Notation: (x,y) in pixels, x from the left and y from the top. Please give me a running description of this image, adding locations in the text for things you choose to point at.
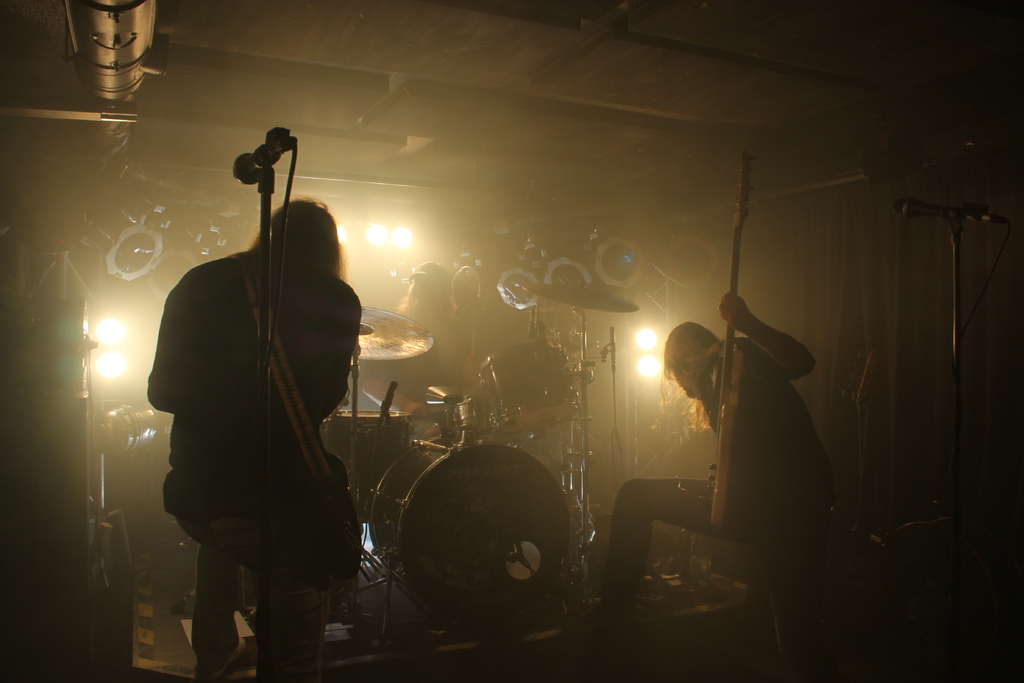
In this image we can see few people (206,673) playing musical instrument (516,411). There are few mics (265,289) and lights (469,268) in the image.
